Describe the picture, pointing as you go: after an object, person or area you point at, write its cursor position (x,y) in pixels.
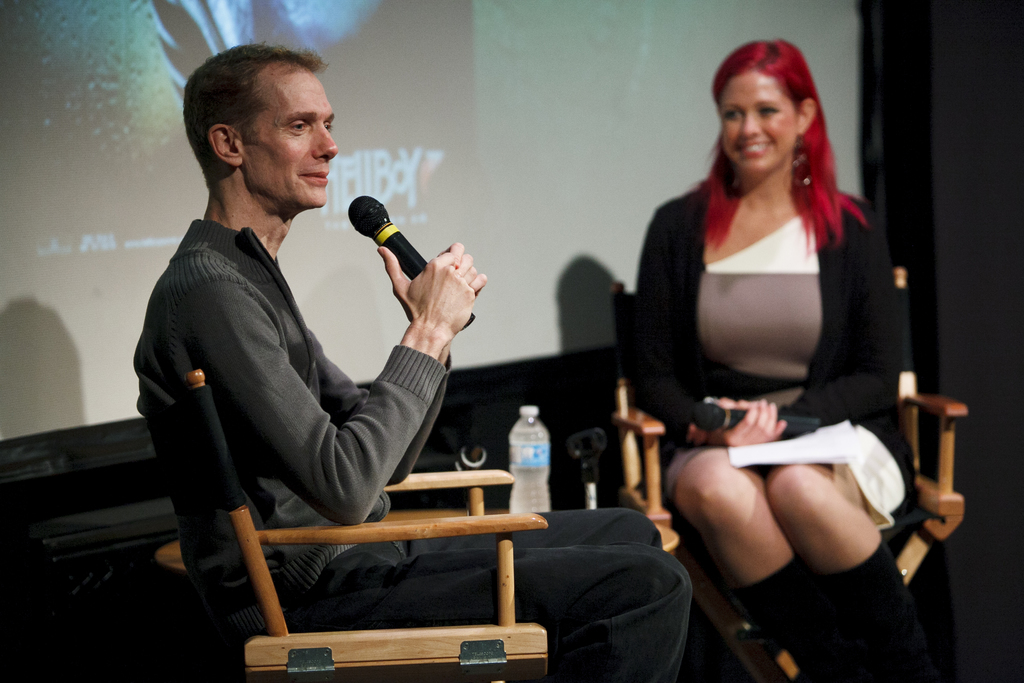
In the image there is a man (369,452) sat and talking on mic (396,240), beside him there is a woman (719,210) sat looking at him on a stage (102,626).
